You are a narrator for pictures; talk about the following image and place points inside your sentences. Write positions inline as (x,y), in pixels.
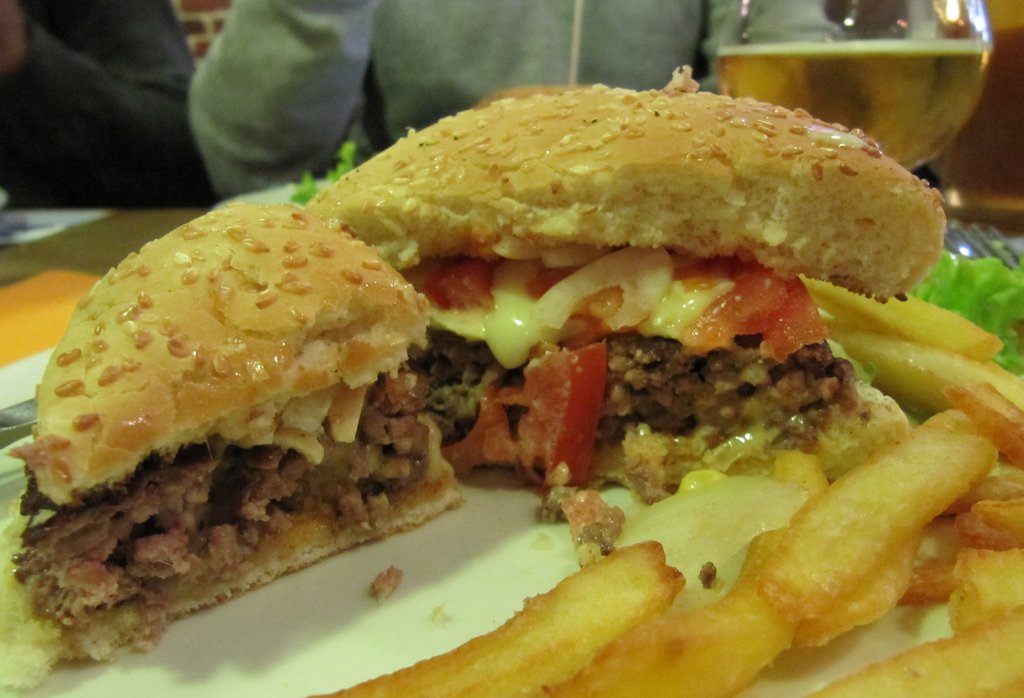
In this image we can see some food items (574,482) and a glass (872,46) with drink (865,76) on the table (115,247) and two persons (367,67) near the table (132,215).
